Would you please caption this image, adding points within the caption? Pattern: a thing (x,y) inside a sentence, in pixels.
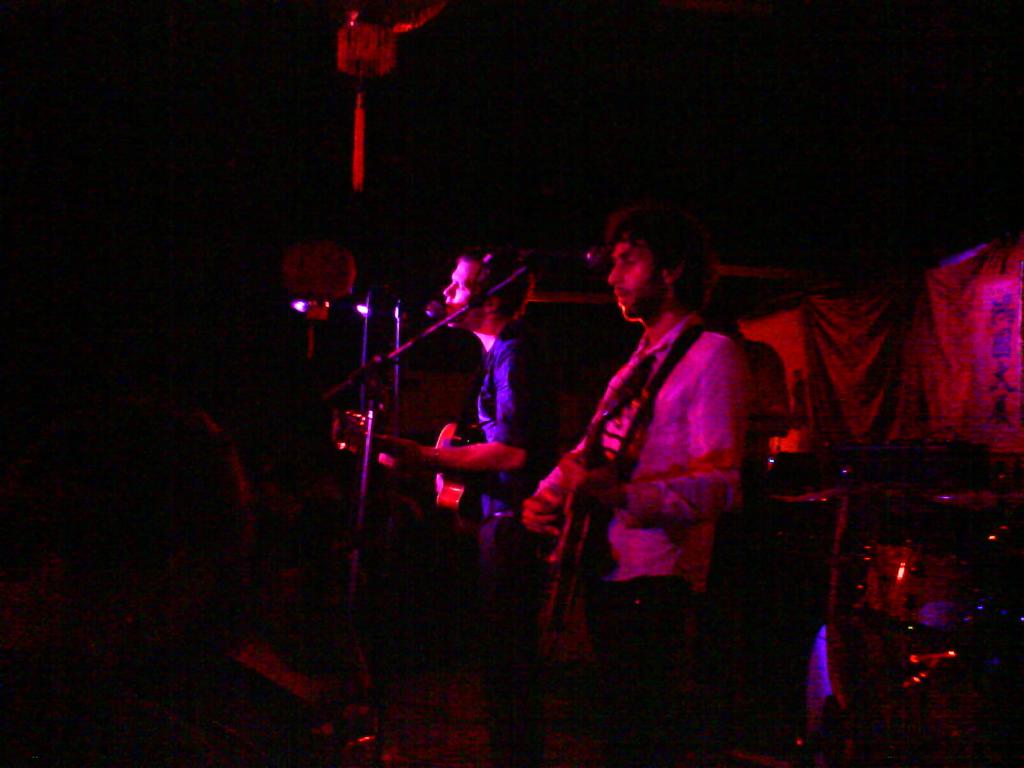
In this image there are few persons (613,434) standing and holding guitar (568,501) in their hand (539,497). Before them there are few mike stands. Behind them there are few musical instrument (889,620). Behind him there is a person (775,417).
